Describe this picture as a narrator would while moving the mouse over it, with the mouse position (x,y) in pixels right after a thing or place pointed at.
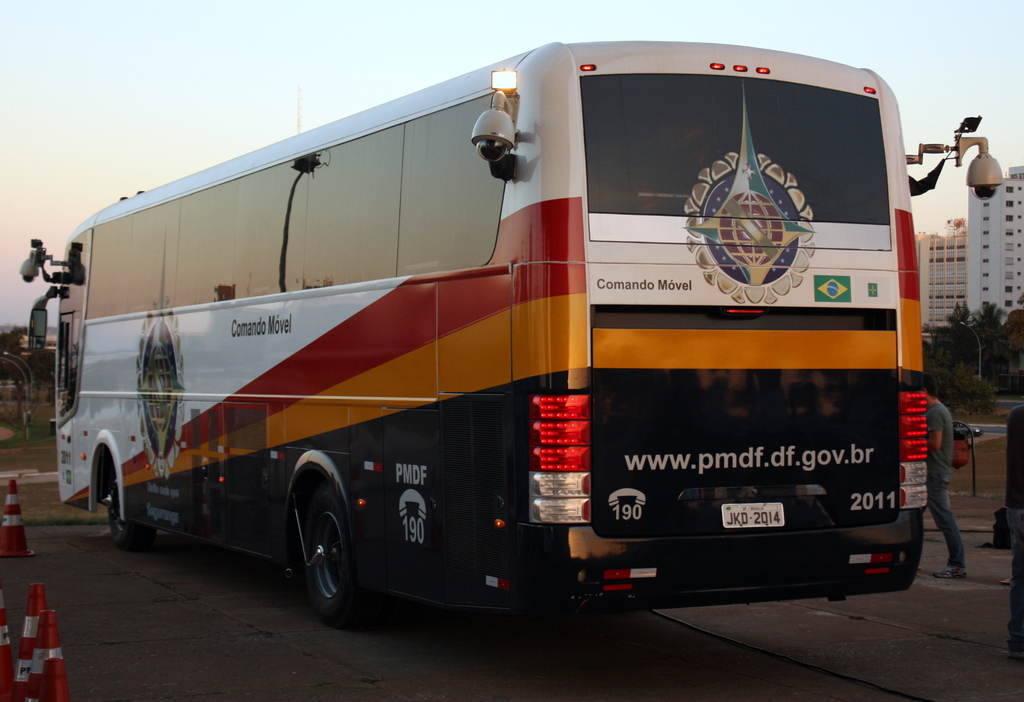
In this image, I can see a bus (606,486) on the road (266,648). At the bottom left side of the image (39,666), I can see the cone barriers (49,644). On the right side of the image (961,334), there are buildings (985,231), trees (946,402) and a person (945,467) standing. In the background (439,45), there is the sky (408,53).
